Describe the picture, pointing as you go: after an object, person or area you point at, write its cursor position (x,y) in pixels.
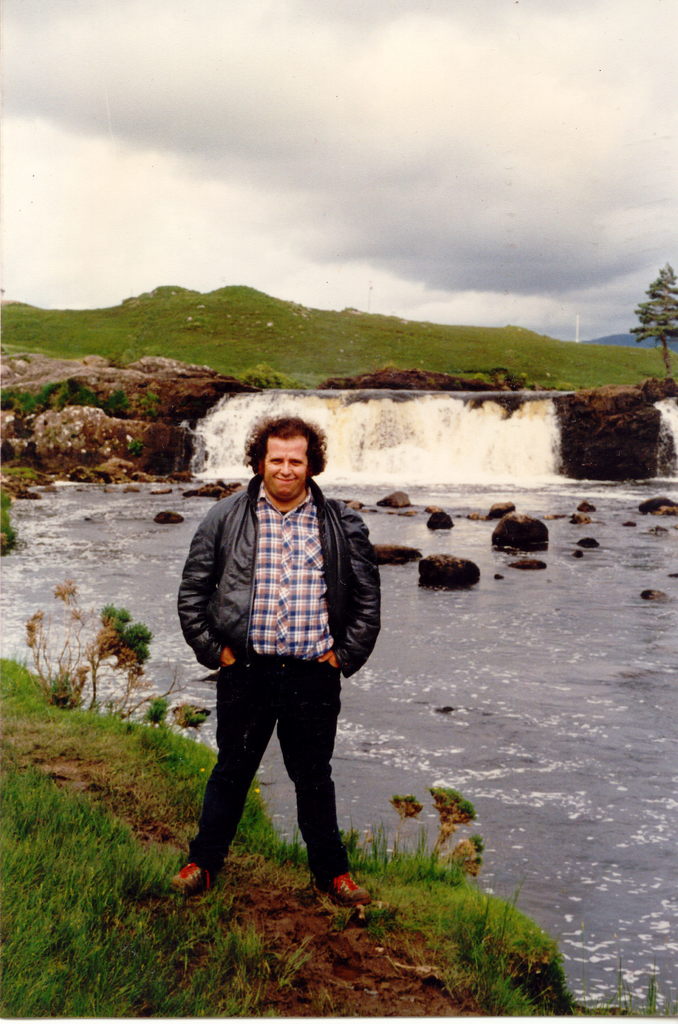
In this picture we can see a man (236,777) standing on the ground (297,923) and smiling, plants (152,711), water (359,702), rocks (93,465), mountains (520,347), grass (581,369), tree (659,284) and in the background (464,149) we can see the sky (446,131) with clouds (458,97).
